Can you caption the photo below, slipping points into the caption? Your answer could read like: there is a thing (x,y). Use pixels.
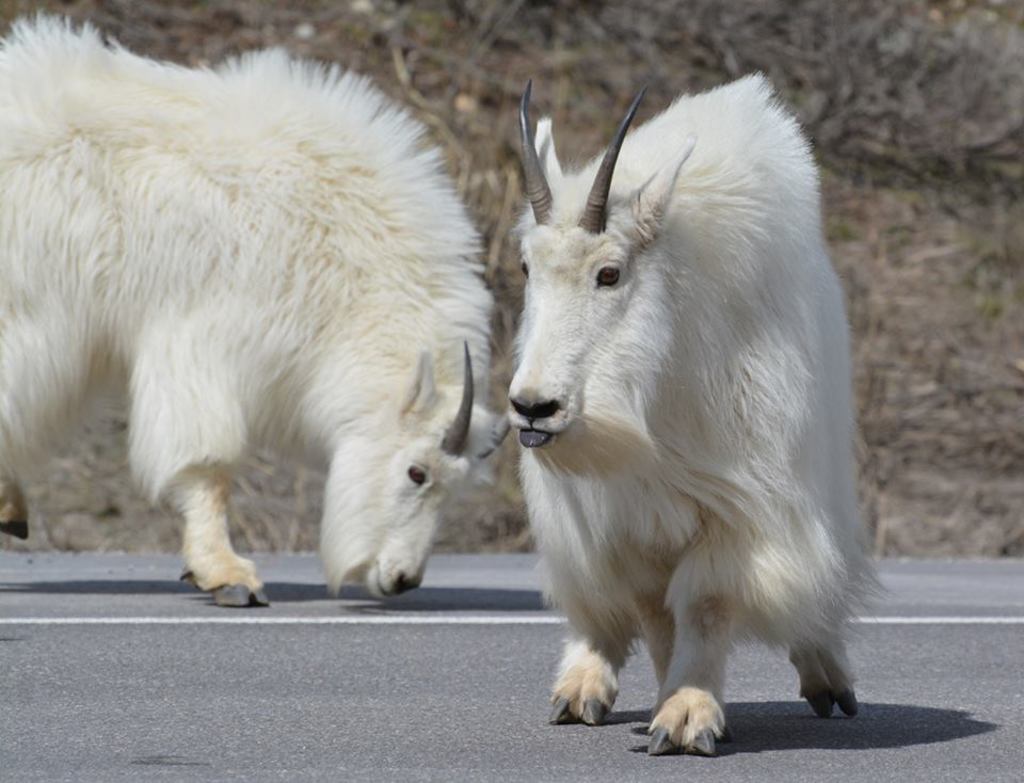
In this image we can see two animals (452,328) on the road (283,711), some bushes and grass (961,485) on the surface (114,483).
